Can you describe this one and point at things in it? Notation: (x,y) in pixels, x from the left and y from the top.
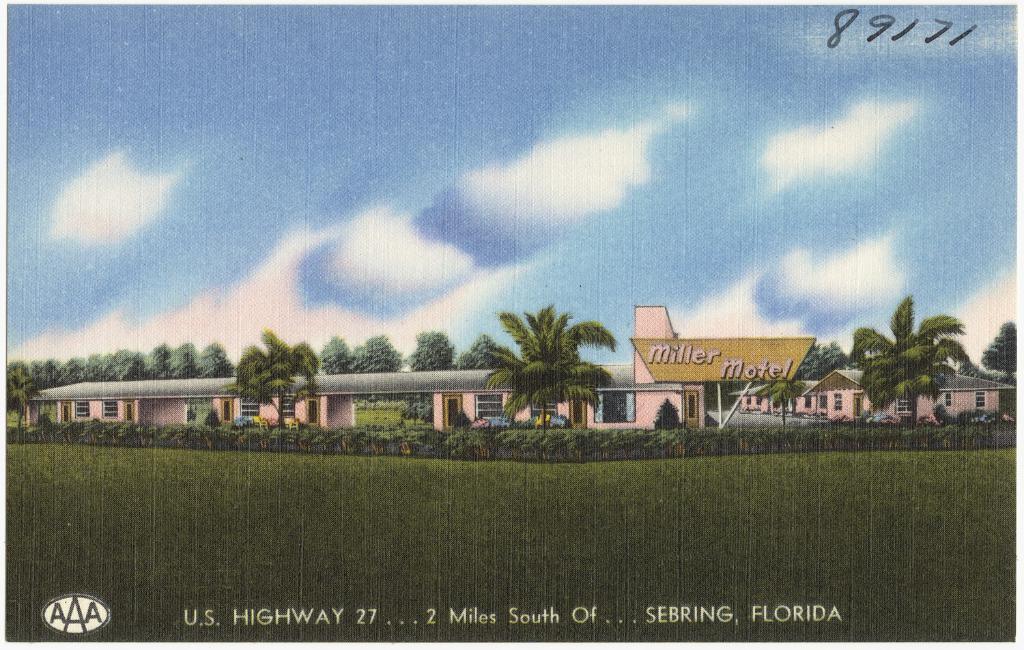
In this image I can see grass (397,490), fence (501,441), trees (880,402), board (725,356) and a building (620,382). At the top (445,149) I can see the sky (483,165). This image is taken may be during a day.
